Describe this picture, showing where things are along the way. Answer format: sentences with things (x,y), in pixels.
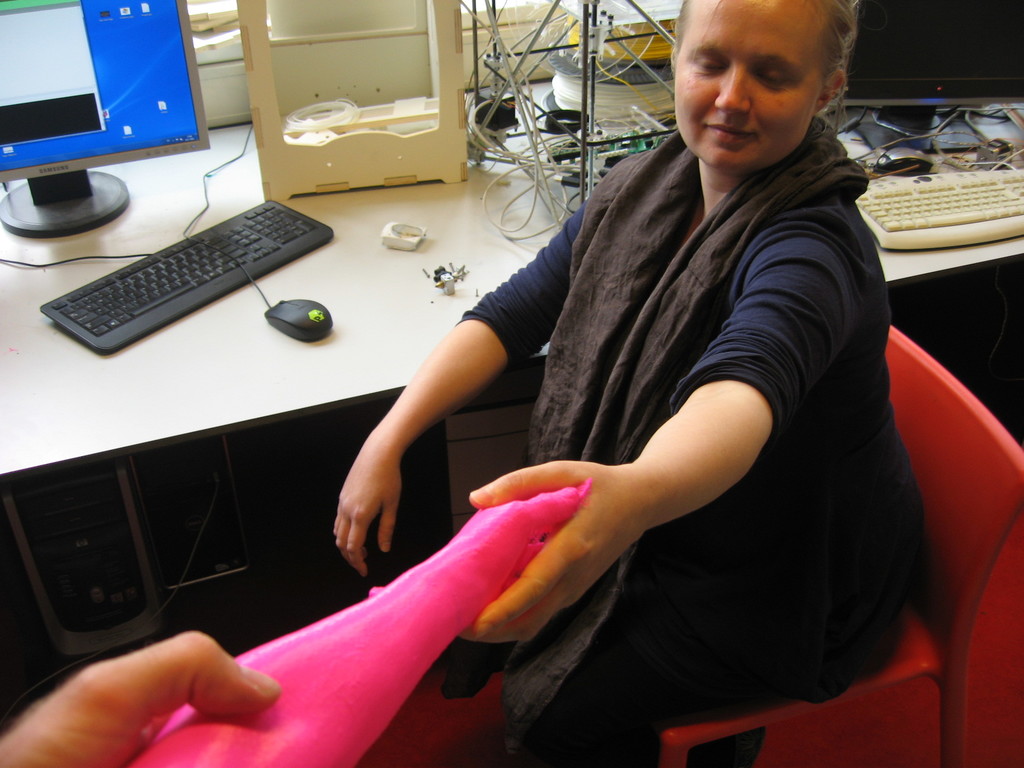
In this image, we can see a person (558,474) holding an object (415,583) is sitting. We can see a table (81,278) with some objects (1023,207) like screens (30,77), keyboards (890,193), a mouse (318,326) and some wires (509,163). We can also see a white colored object (418,132). We can also see some objects (53,600) at the bottom (53,600).
